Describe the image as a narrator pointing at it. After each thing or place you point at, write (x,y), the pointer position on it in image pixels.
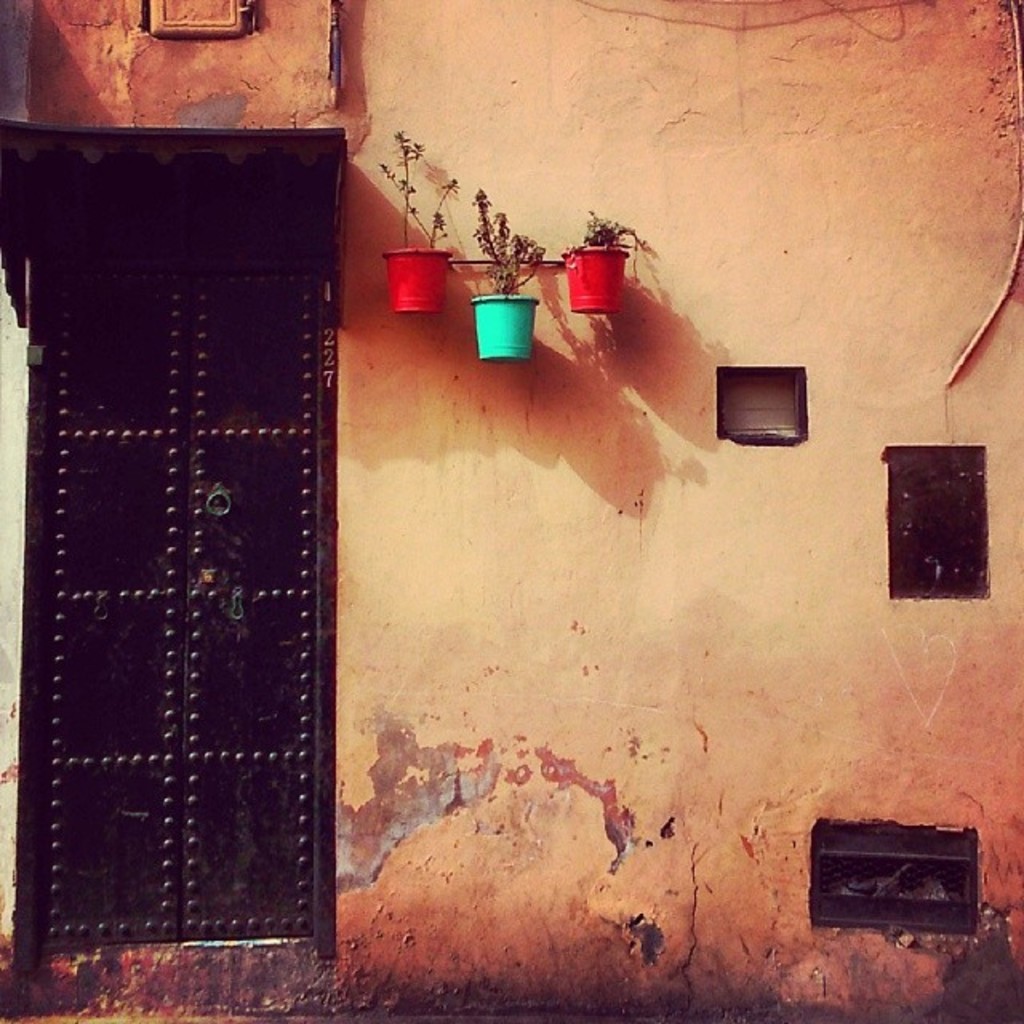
In this picture we can see a wall (549,610), on the left side (227,617) there is a door (205,519), we can see three plants (573,249) in the middle (520,350).
